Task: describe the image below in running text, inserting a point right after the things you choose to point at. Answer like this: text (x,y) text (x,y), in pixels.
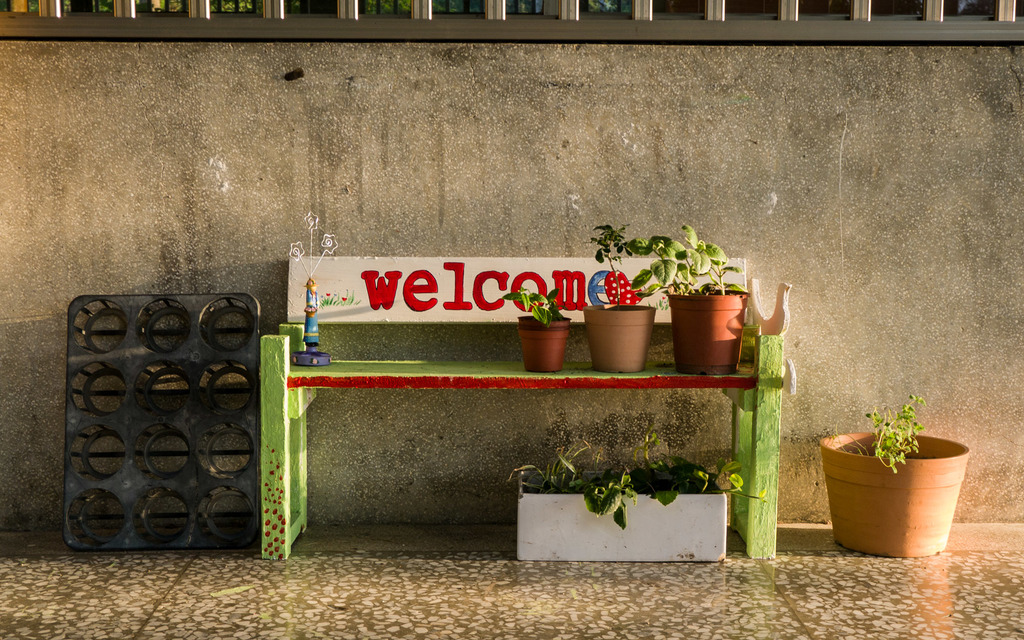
In this image I can see few flower pots (629,359) on the green color object (475,379) and I can also see the board (593,298) in white color and I can also see the tray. In the background (177,248) the wall (286,127) is in cream and brown color and I can also see few posts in cream color.
